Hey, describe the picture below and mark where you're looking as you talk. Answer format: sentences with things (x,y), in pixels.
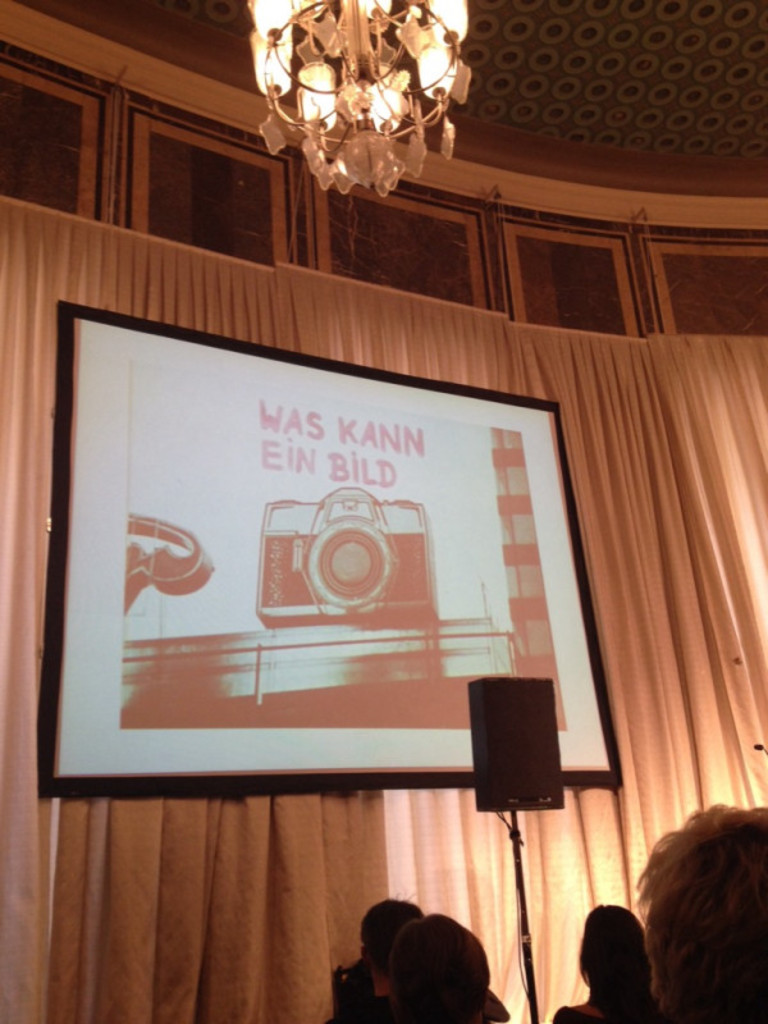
At the bottom of the image (619,968) there are people (740,942). In the background of the image (327,322) there are curtains (747,474). There is a screen (387,485). At the top of the image (586,86) there is ceiling (731,171). There is a light (333,76).
